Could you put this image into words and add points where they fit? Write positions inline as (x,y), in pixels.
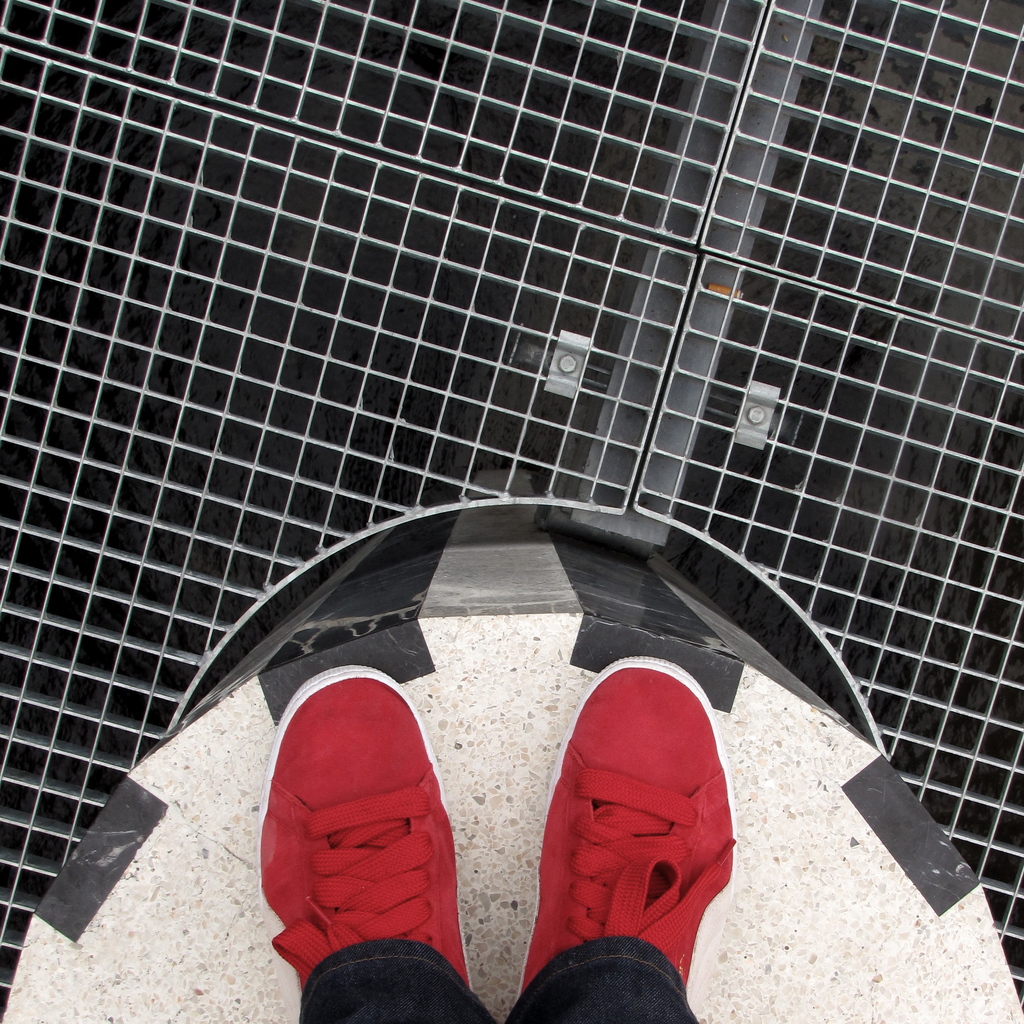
In this image at the bottom (421,933) there is one person (602,834) who is standing on some wall (456,755), and on the top of the image (346,341) there is a gate (643,479).
